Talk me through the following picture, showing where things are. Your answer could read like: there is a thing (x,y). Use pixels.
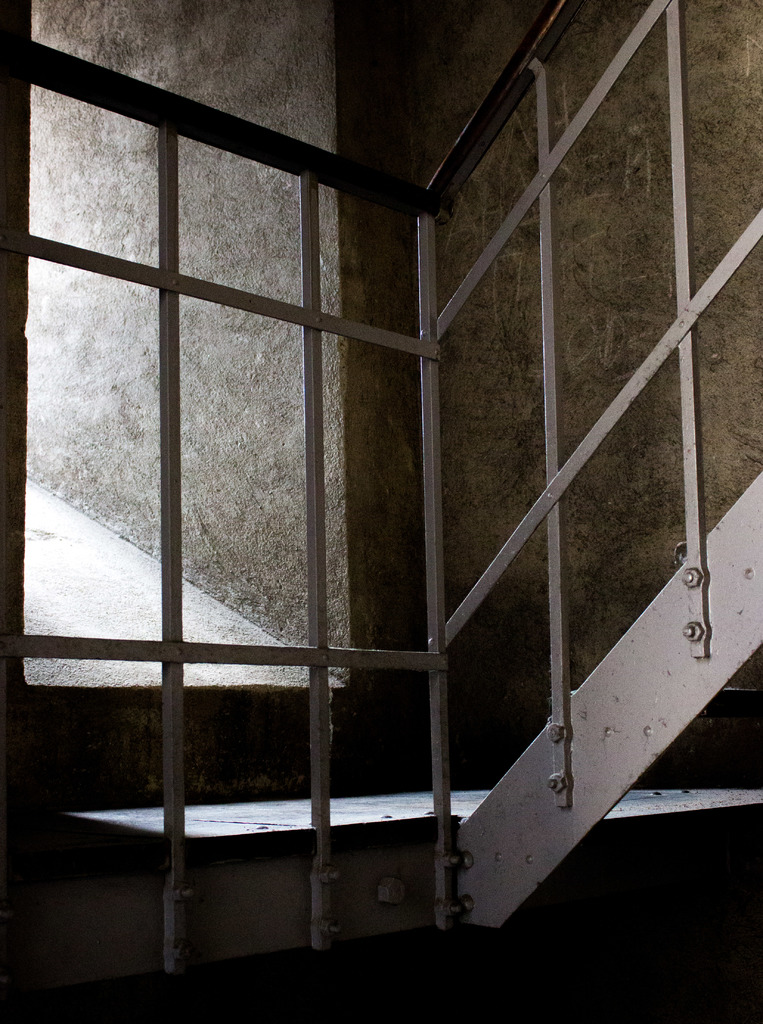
In this image we can see iron stairs (264,835) and in the background (121,57), we can see the wall (306,537).
